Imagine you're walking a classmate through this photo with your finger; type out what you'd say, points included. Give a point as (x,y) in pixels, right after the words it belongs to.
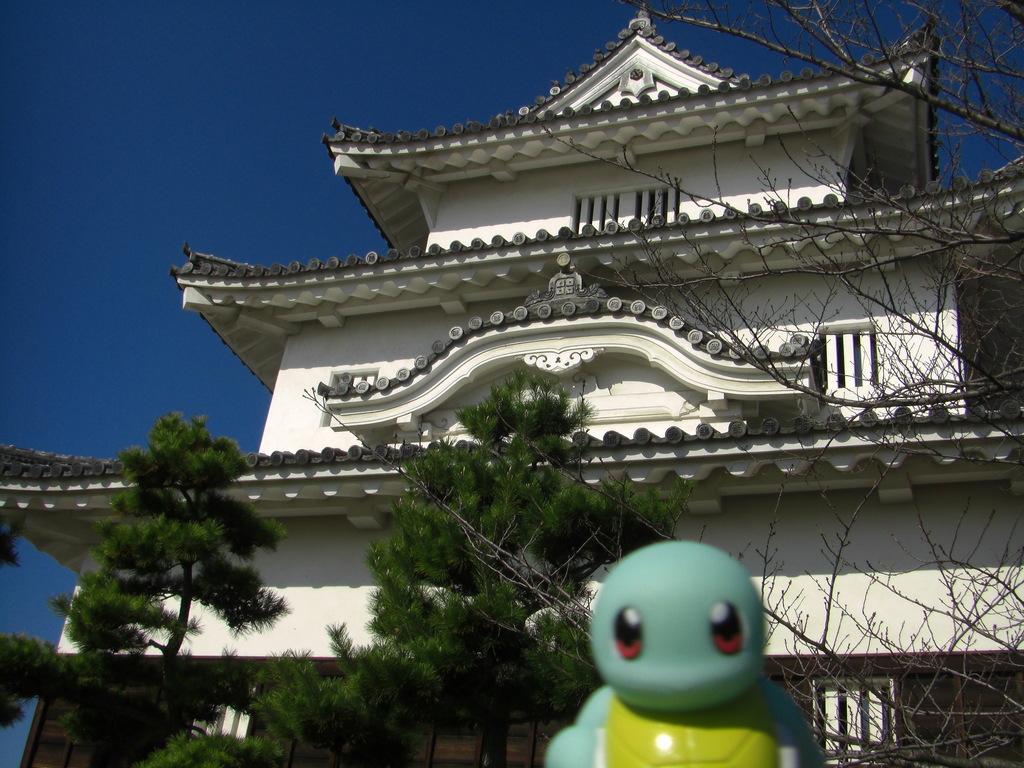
In this picture we can see a toy (722,653) at the bottom (705,539), in the background (721,444) there is a building (883,538) and trees (808,571), we can see the sky (192,122) at the top of the picture (244,111).
